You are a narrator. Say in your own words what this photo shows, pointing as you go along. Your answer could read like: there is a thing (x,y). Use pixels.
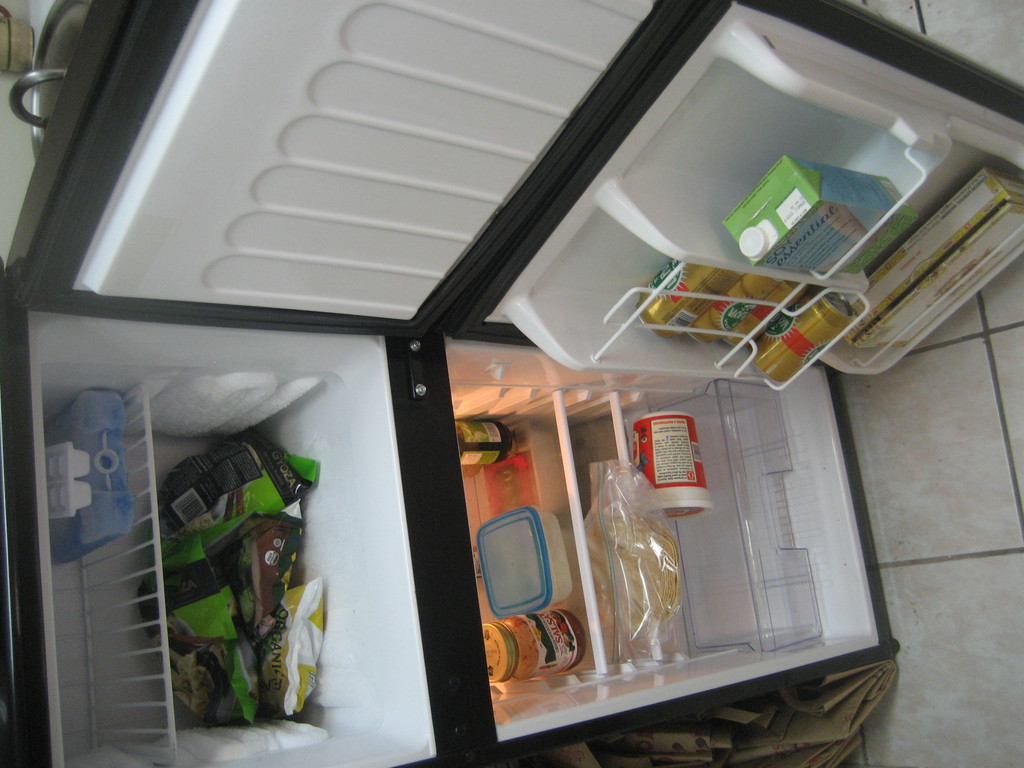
In this rotated image there is a refrigerator (368,423). The door (381,329) of the refrigerator (390,305) is open. Inside the refrigerator (444,439) there are food packets (250,590), boxes (519,479), drink cans (783,293) and jars (561,645). TO the right (969,548) there is the floor (985,511).
